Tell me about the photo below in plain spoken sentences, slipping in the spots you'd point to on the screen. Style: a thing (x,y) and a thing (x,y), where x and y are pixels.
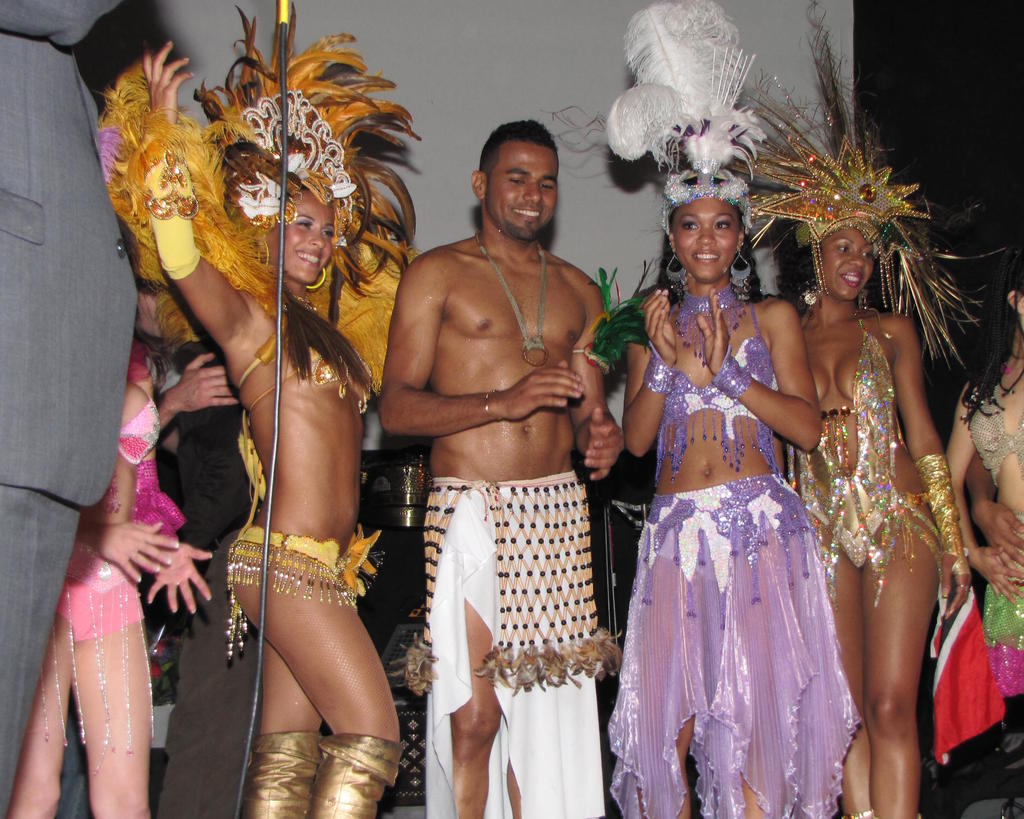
In this image I can see the group of people (310,536) with the costumes (910,286). And there is a white and black background (939,127).
